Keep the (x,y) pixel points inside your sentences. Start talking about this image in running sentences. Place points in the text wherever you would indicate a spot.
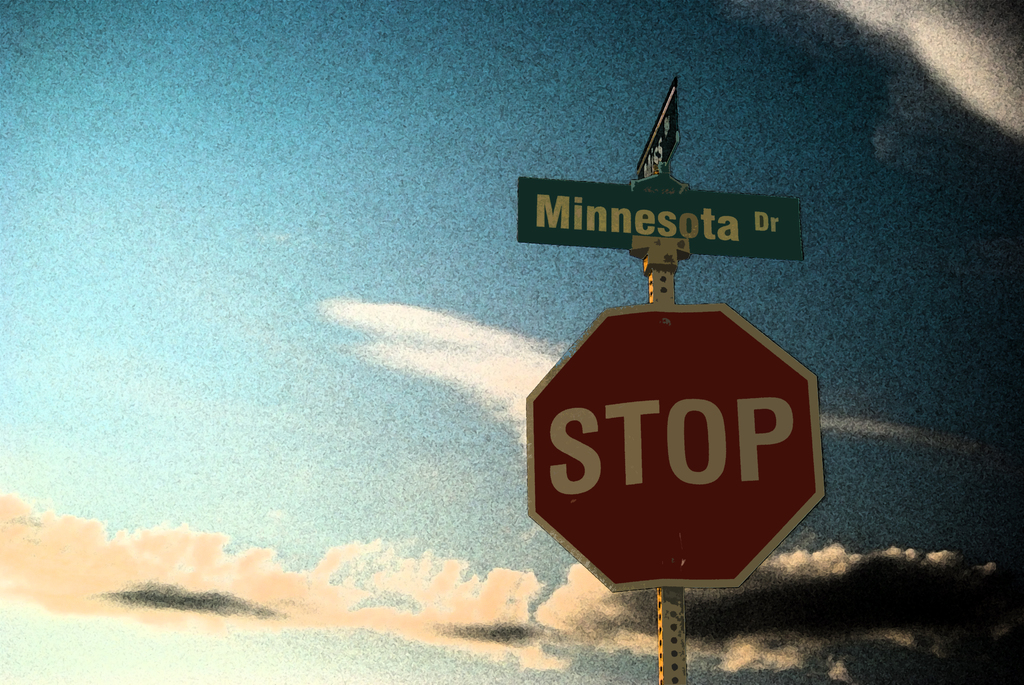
In this image we can see there is a pole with stop board (663,348) and other board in which minnesota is written on it.
